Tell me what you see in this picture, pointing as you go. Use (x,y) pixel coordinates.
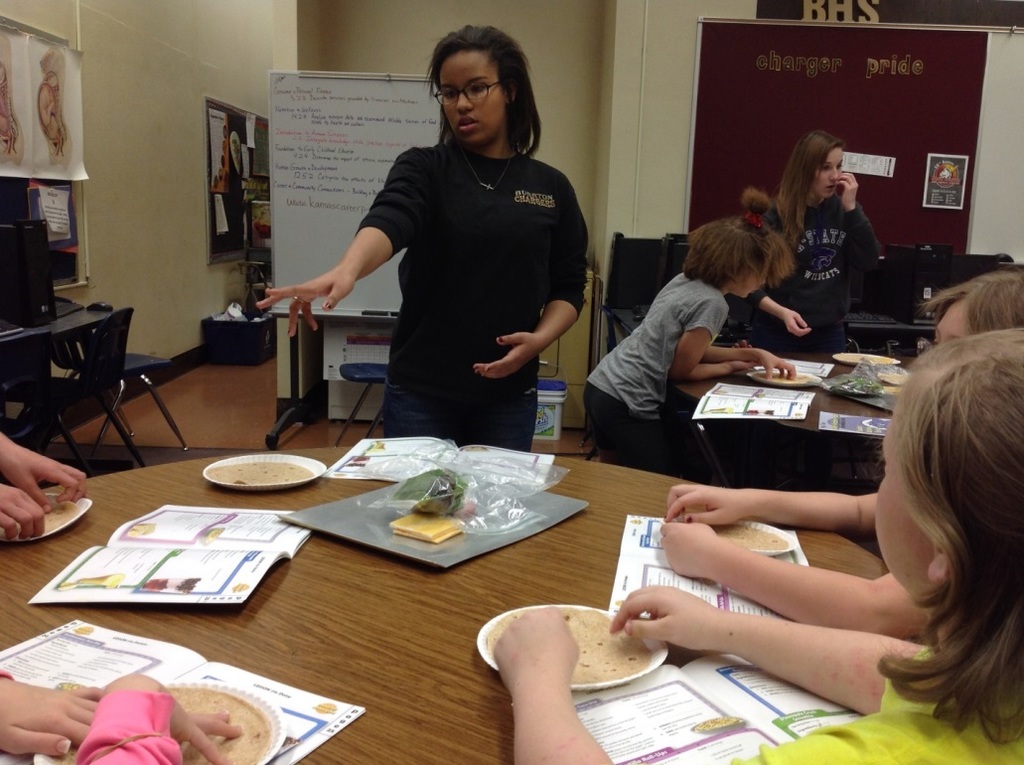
This picture shows a woman (471,42) standing and we see people (996,383) seated on the chairs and having food (611,658) and we see few books (204,529) on the table (615,514) and we see few people (793,298) standing and we see a white board (362,100).
